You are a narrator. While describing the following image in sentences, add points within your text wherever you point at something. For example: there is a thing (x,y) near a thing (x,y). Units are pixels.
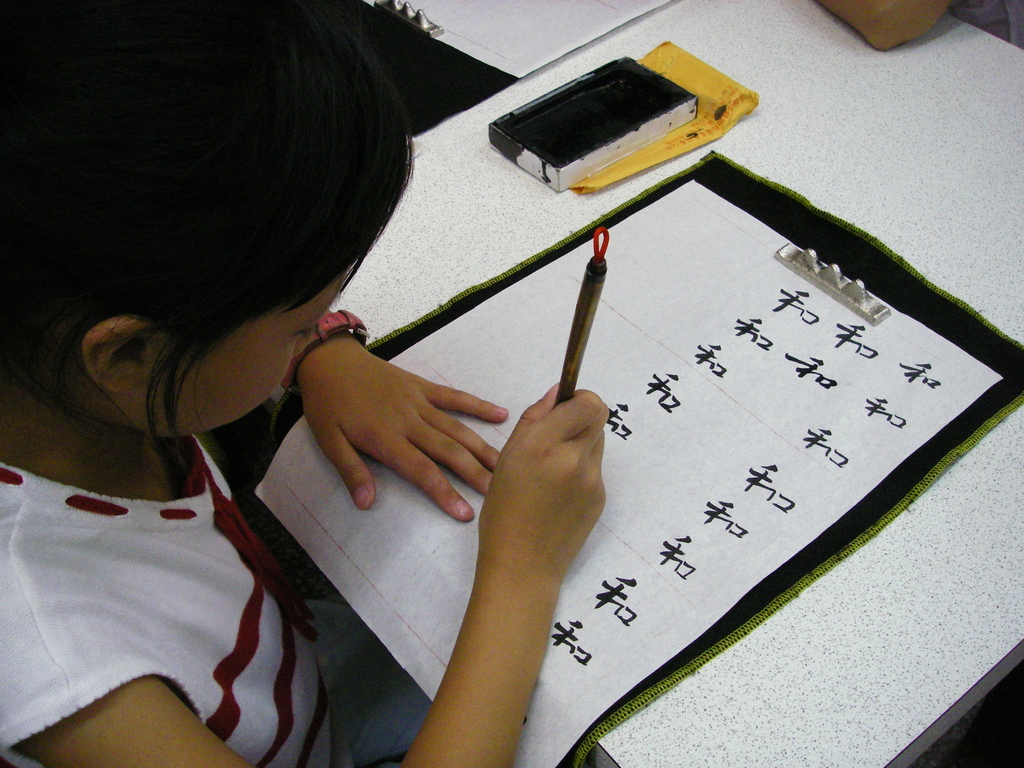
In this picture we can see a kid (192,367), paper (769,239), table (886,207) and other objects (572,382).
